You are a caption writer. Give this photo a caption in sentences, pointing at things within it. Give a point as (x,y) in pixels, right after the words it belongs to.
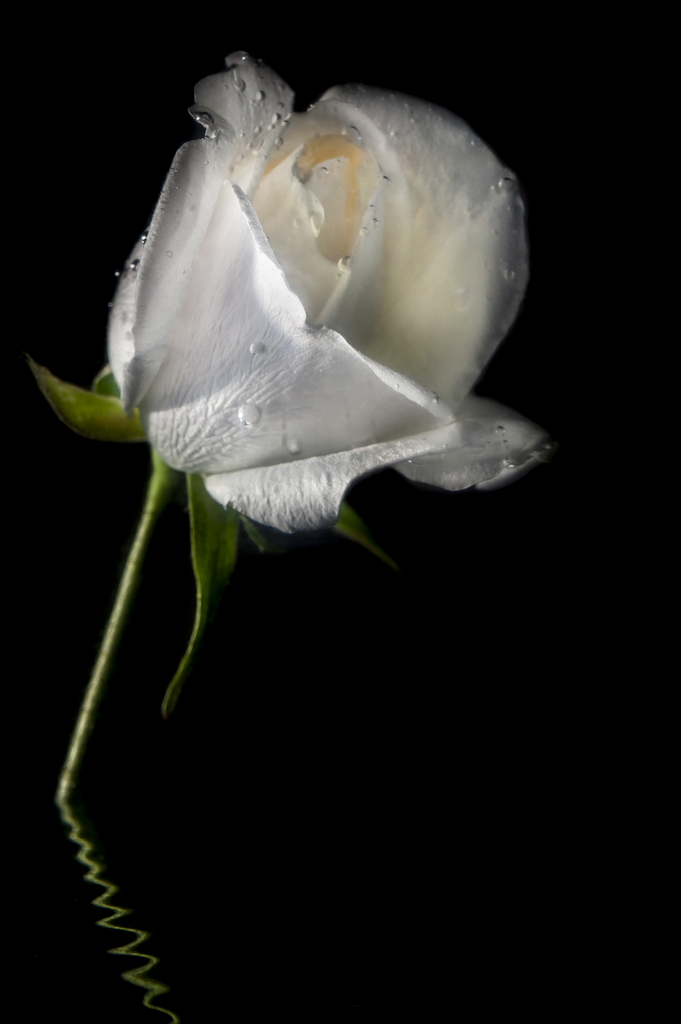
In the image in the center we can see water (97,814). In the water (116,815), we can see one white rose (182,664).
